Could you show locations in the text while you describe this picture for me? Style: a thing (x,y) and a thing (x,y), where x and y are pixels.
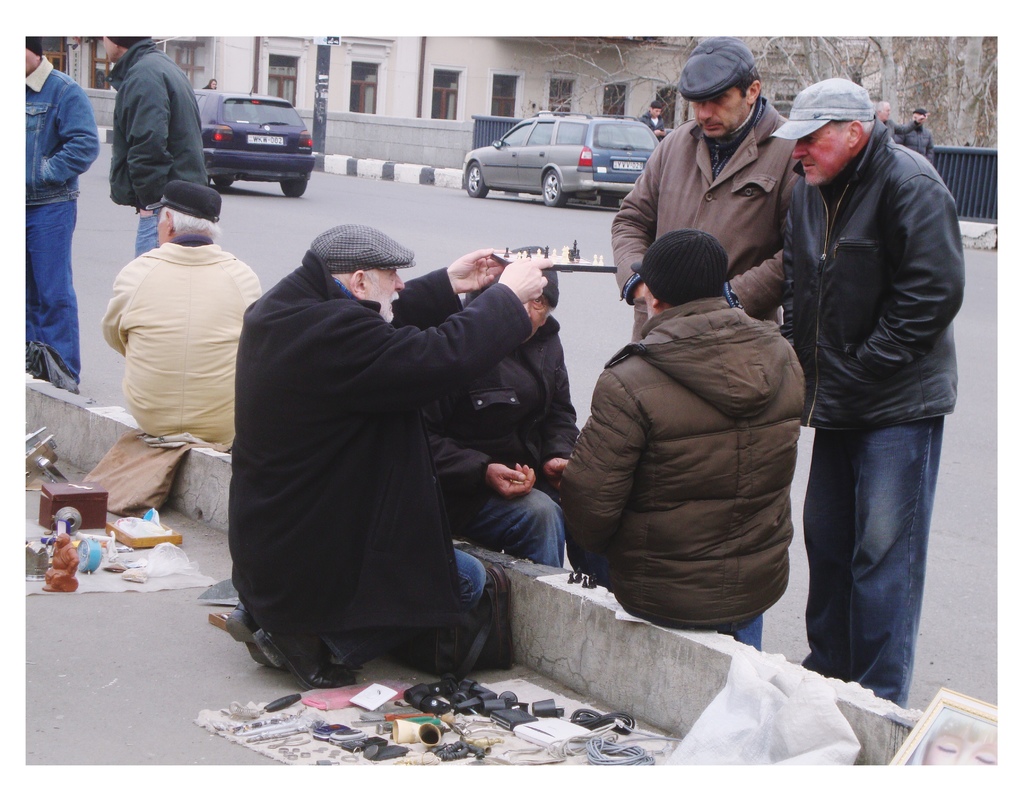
Here we can see a man (381,533) is in squat position on the road (595,291) by holding a board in his hand (514,271) and there are two men (530,513) sitting on a platform (520,567) and there are two men (738,198) standing on the road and on the left (187,313) there is a man (185,381) sitting on a platform (122,428) and two persons (46,178) are standing on the road (109,168). At the bottom (191,549) we can see some items (254,710), bags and some other items (89,511) on a cloth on the road (172,601). In the background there are vehicles (590,157), few persons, building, windows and other objects (324,70).
